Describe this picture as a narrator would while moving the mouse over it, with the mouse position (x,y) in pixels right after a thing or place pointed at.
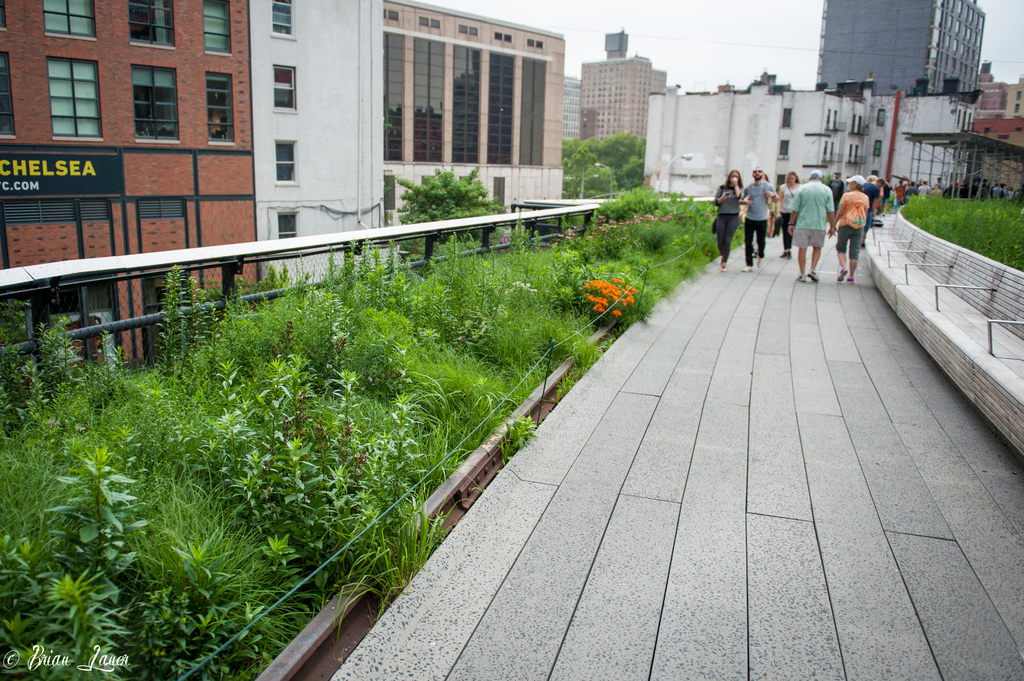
In this picture we can see a group of men and women (829,202) walking on the pedestrian area (802,365). Beside we can see some green plants (183,295). In the background (239,76) there are some buildings (514,121).
